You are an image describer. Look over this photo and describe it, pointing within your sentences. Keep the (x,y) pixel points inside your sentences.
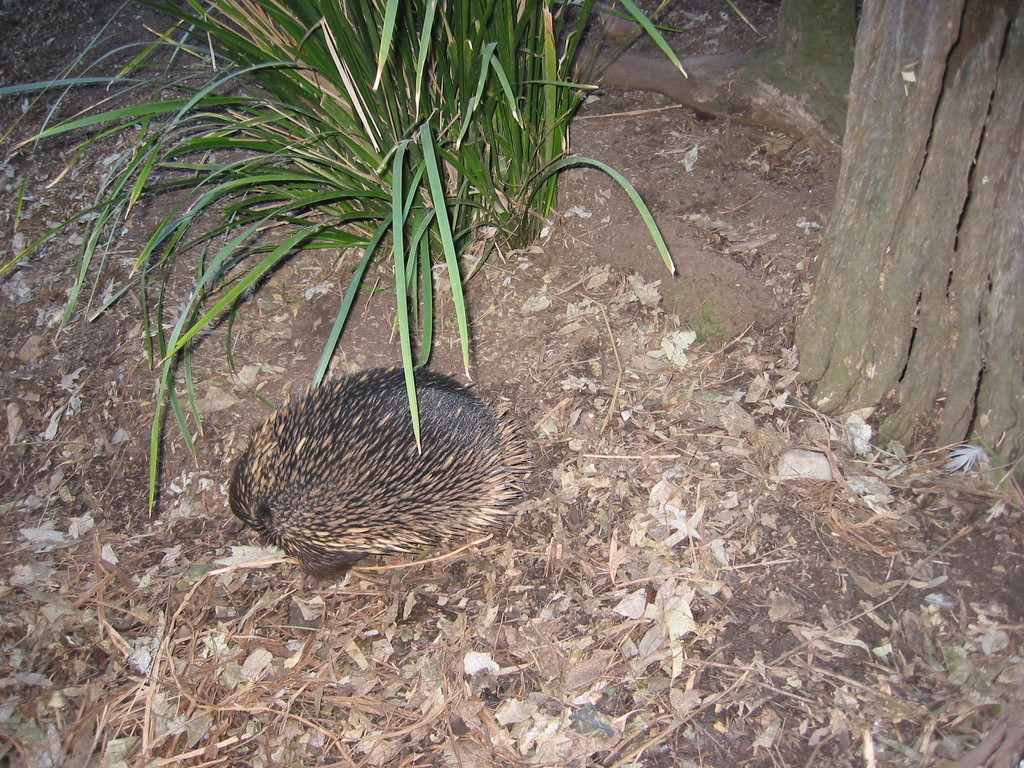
In this picture we can see an animal (278,430) on the ground (677,470) and beside this animal (399,490) we can see plants (358,143).
